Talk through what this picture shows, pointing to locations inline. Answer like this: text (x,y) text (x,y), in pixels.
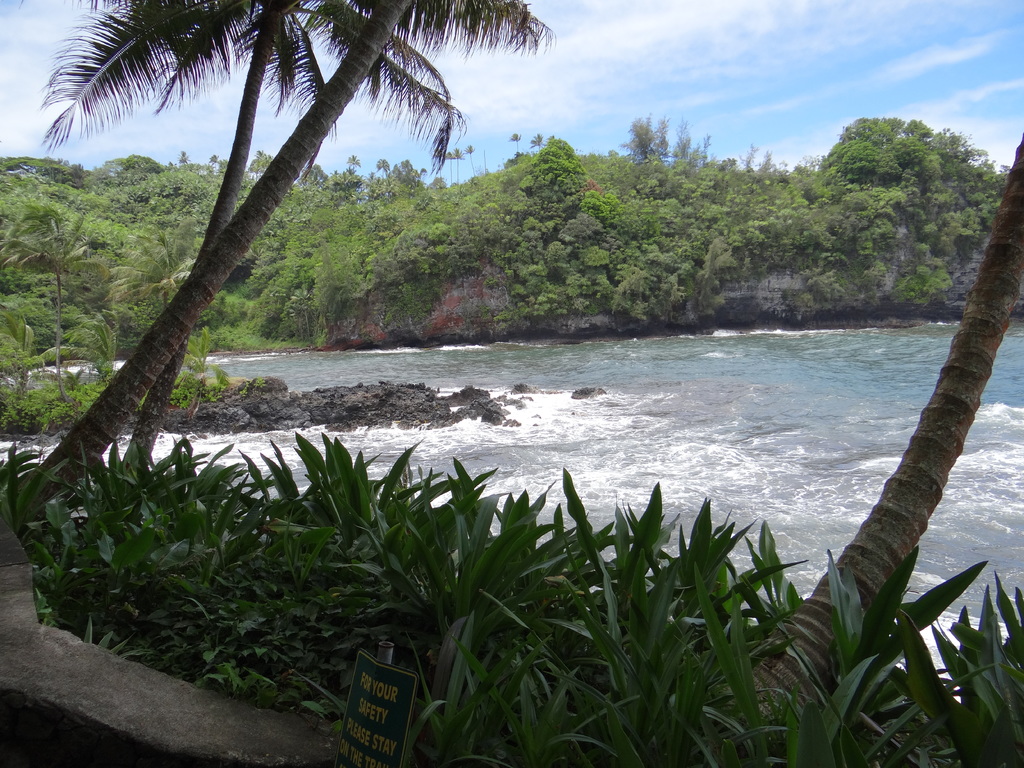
In this picture I can see a board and few plants (434,623) at the bottom (484,659), in the middle (625,445) there is water (645,445). There are trees (556,249) in the background (626,231), at the top (700,81) there is the sky (681,94).
